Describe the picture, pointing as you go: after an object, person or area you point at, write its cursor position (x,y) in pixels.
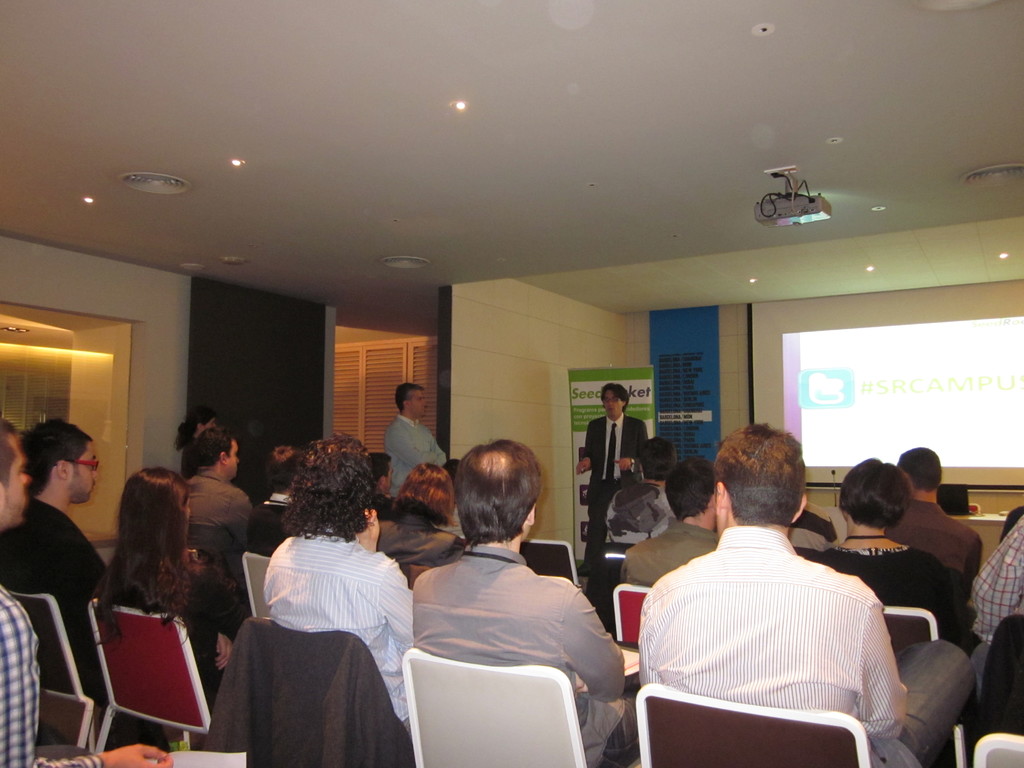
In this image I can see there are group of people (432,601) sitting on chair (834,712) and I can see two persons (611,414) standing and I can see a screen (901,395) on the right side (1010,359), at the top (343,216) I can see the roof (527,233) and lights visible on the roof (591,163).
